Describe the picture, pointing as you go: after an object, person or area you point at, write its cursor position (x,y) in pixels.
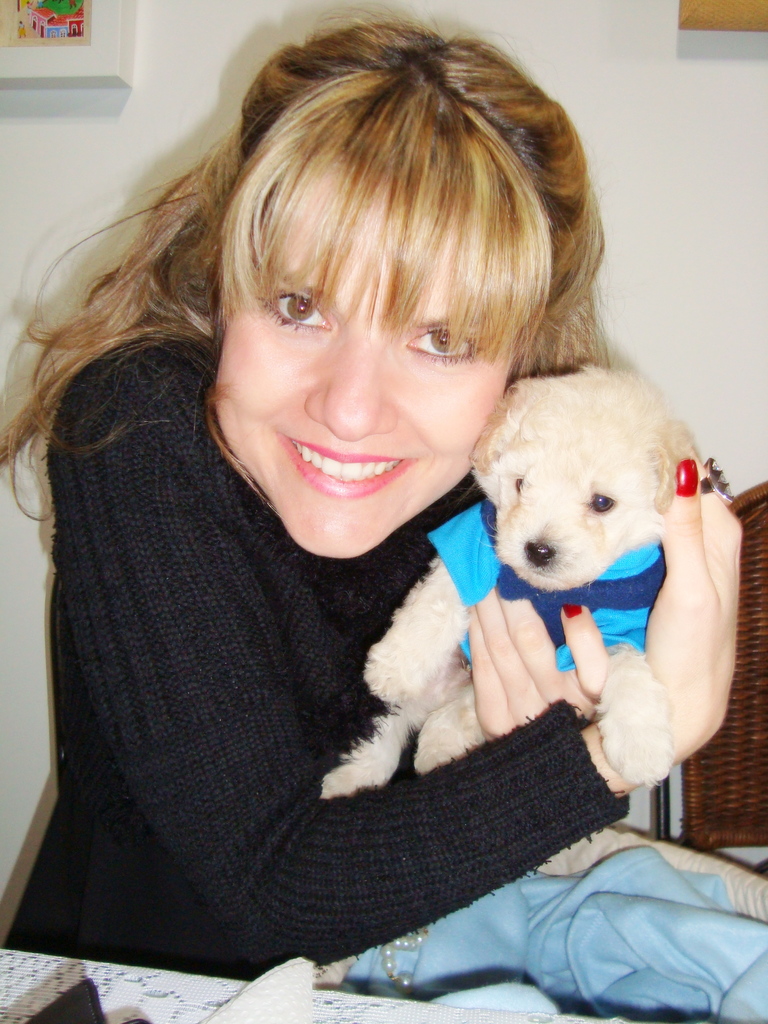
In this picture here we can see a lady (370,646) wearing a black coat (253,857) and she holds a baby dog (575,503). This baby dog (598,615) has blue color dress (480,553). And the girl (345,405) is looking at camera and smiling. She sits on chair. On her lap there is some cloth (678,954) present.
